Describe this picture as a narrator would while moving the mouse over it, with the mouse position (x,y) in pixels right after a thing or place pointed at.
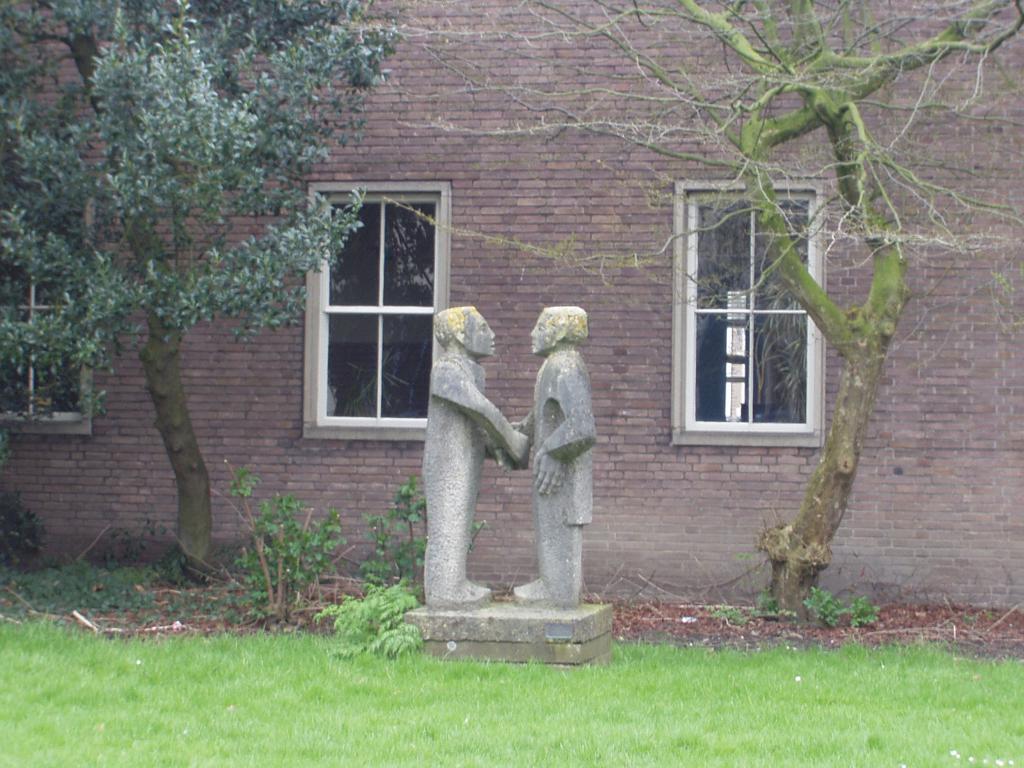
In this image I can see an open grass ground (412,670) and in the centre of it I can see two sculptures (446,552). On the left side of this image (286,515) I can see few plants (288,530) and on the both side I can see two trees (201,35). In the background (584,78) I can see a building (506,74) and three windows (47,299).
